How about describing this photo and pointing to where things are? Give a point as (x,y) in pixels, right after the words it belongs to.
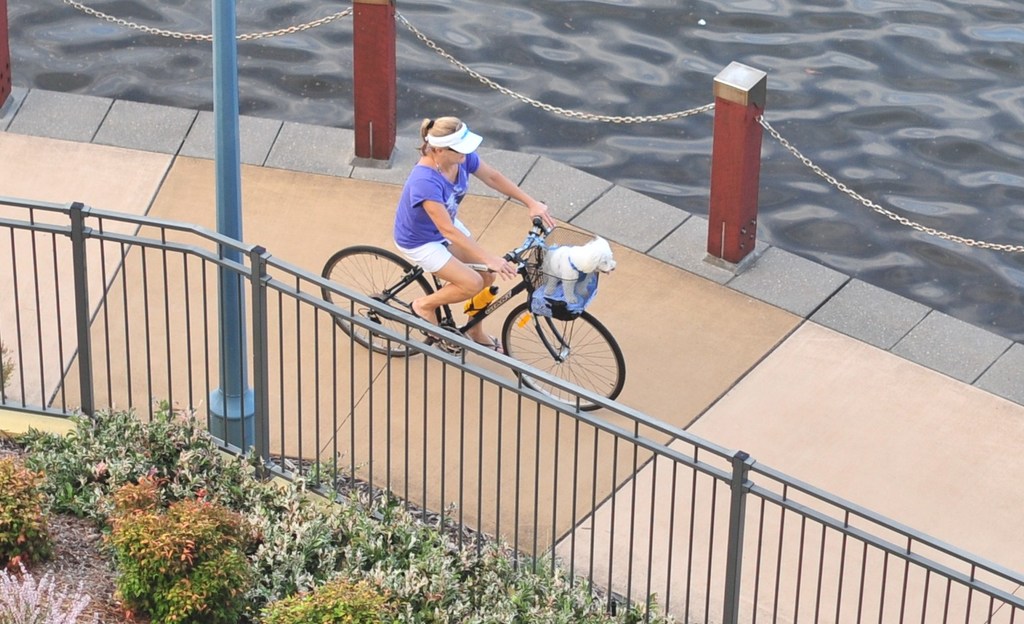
this picture shows a woman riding a bicycle (462,329) on the sidewalk (457,312) and we see a dog (555,276) in the basket (596,294) of the cycle (521,280) and she wore a cap (465,130) on her head (430,129) and we see water (177,21) on the side and a metal fence (82,256) and few plants (167,548) around and pole (236,403).
